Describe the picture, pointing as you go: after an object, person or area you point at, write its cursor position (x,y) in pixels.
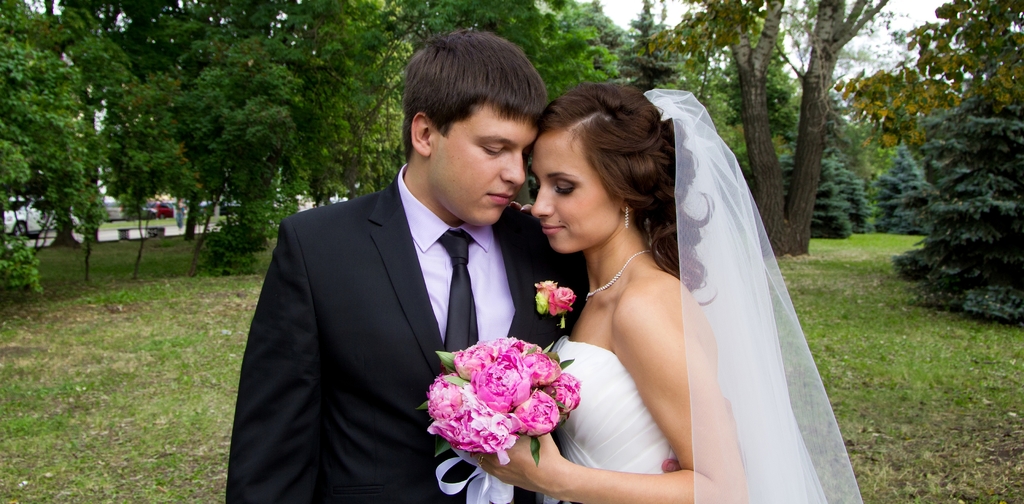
This picture is clicked outside. On the right (686,327) there is a woman (638,337) wearing white color dress (614,401), holding a bouquet (548,401) and standing. On the left (330,368) there is a man (417,284) wearing a suit (389,339) and standing and we can see the ground (918,312) is covered with the green grass (974,332) and we can see the plants (991,223), trees (289,110), sky (869,22) and some other objects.
